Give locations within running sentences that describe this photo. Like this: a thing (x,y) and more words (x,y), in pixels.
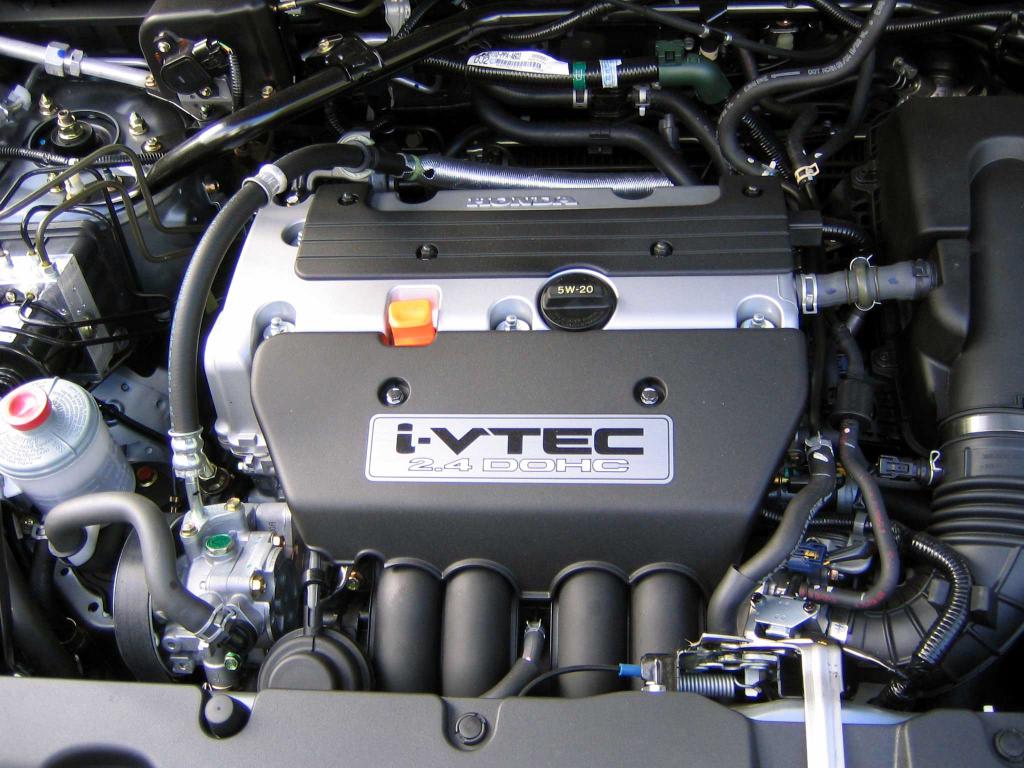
In this image we can see there is an engine (210,538) of a vehicle (160,302) and there are many parts (132,154) connected to the engine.
